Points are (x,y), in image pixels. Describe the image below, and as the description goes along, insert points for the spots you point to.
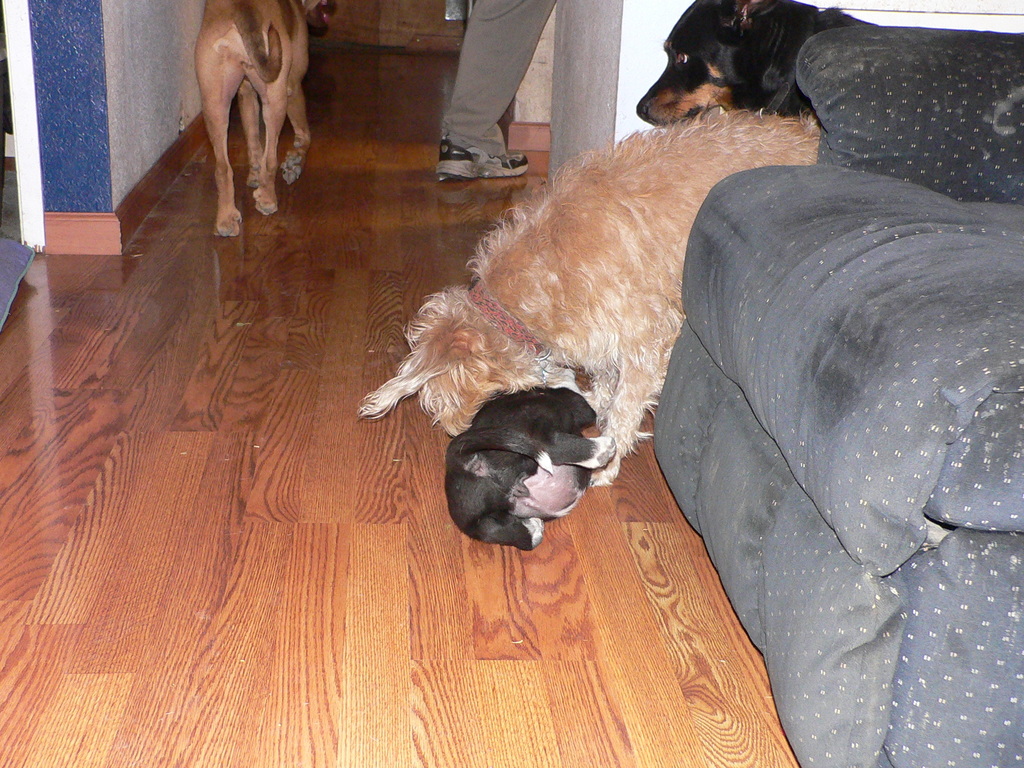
On the right side (917,416) there is a sofa (952,422). Near to the sofa (967,434) there are dogs (675,108). In the back (287,93) there is another dog (270,108). Also we can see leg (514,83) of a person (478,108). And there are walls (651,34).
